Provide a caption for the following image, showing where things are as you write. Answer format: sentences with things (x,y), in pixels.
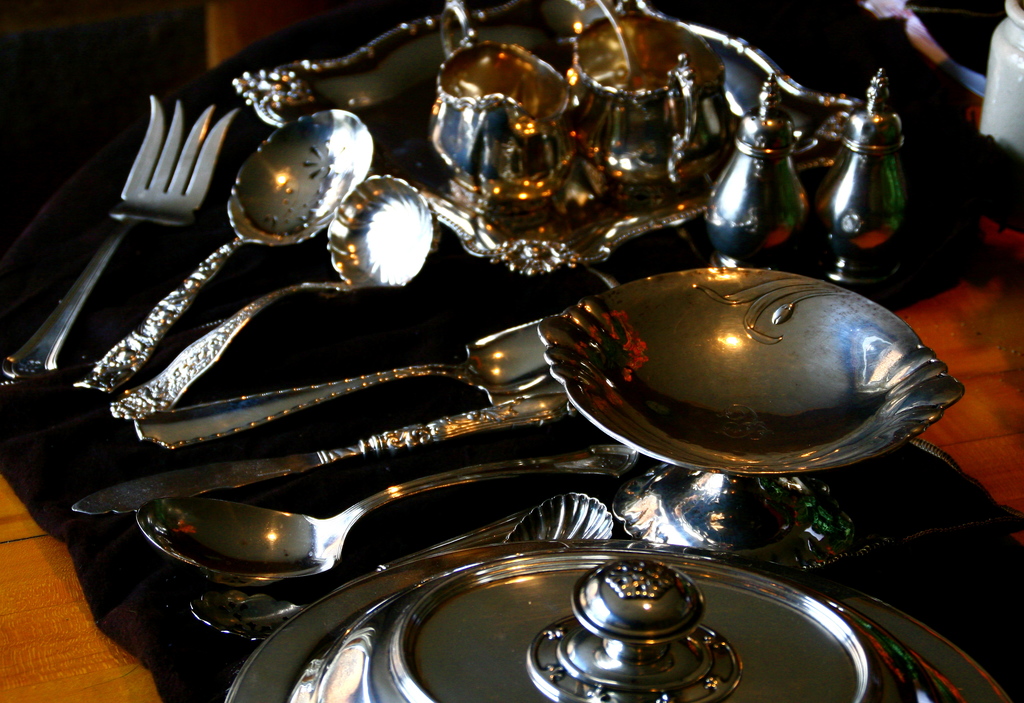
In this picture, we see a tray (500,217), cups (521,152), spoons (316,195), fork (182,171), plate (785,452) and sauce boat (689,457) are placed on the black cloth (161,599). This cloth (166,591) is placed on the table (80,601).
